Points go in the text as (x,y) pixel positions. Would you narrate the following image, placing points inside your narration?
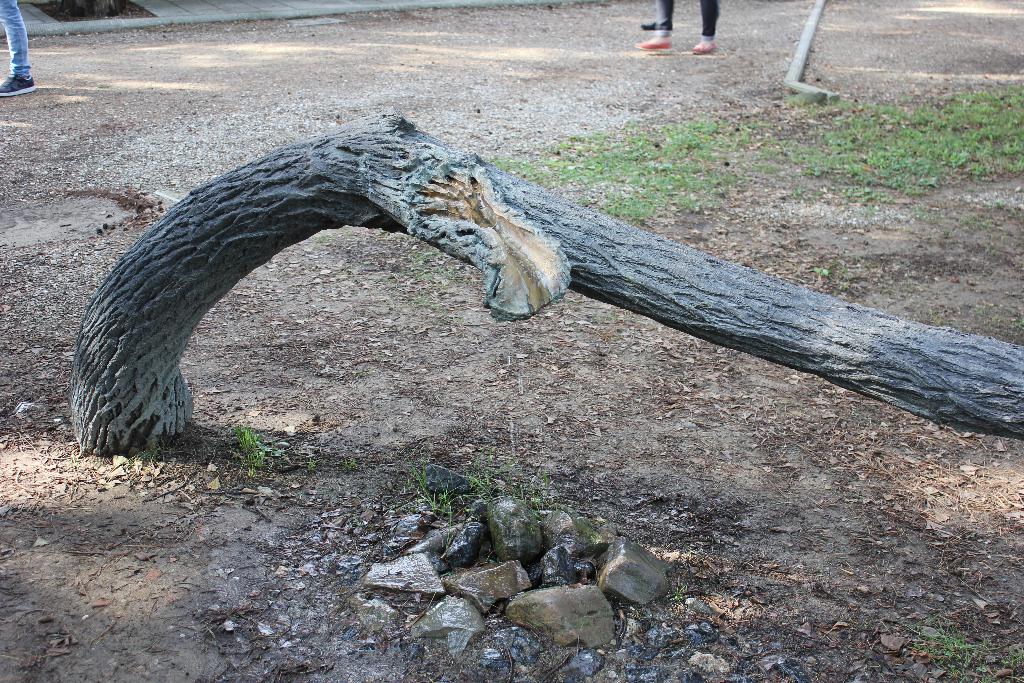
In this image I can see a trunk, background (19,79) I can see few persons (668,18) standing and I can see grass (818,170) in green color.
